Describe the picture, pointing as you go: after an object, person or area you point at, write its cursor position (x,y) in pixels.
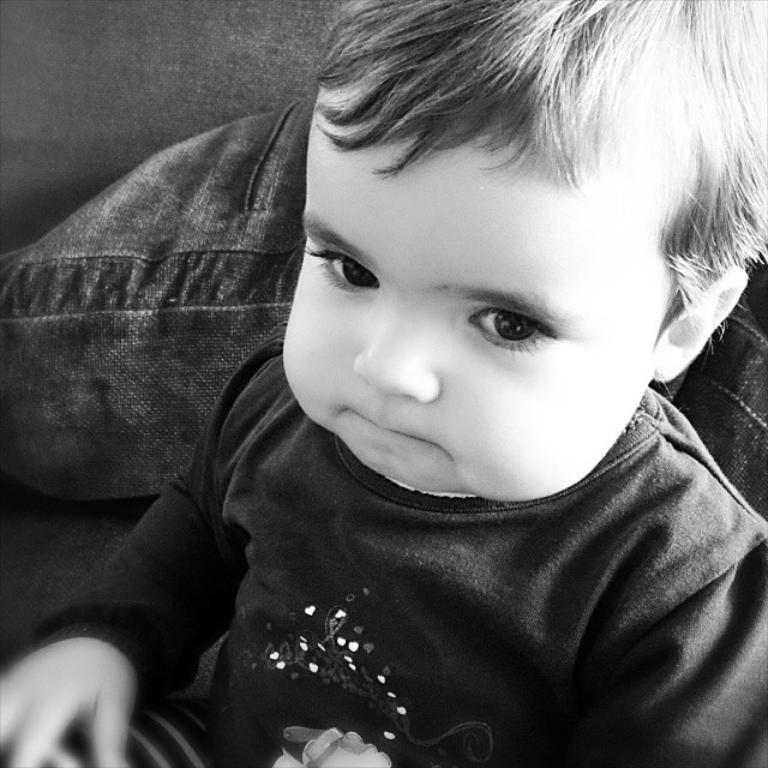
In the middle of the image (376,355) we can see a boy (399,326), he is seated, and it is a black and white photography.
